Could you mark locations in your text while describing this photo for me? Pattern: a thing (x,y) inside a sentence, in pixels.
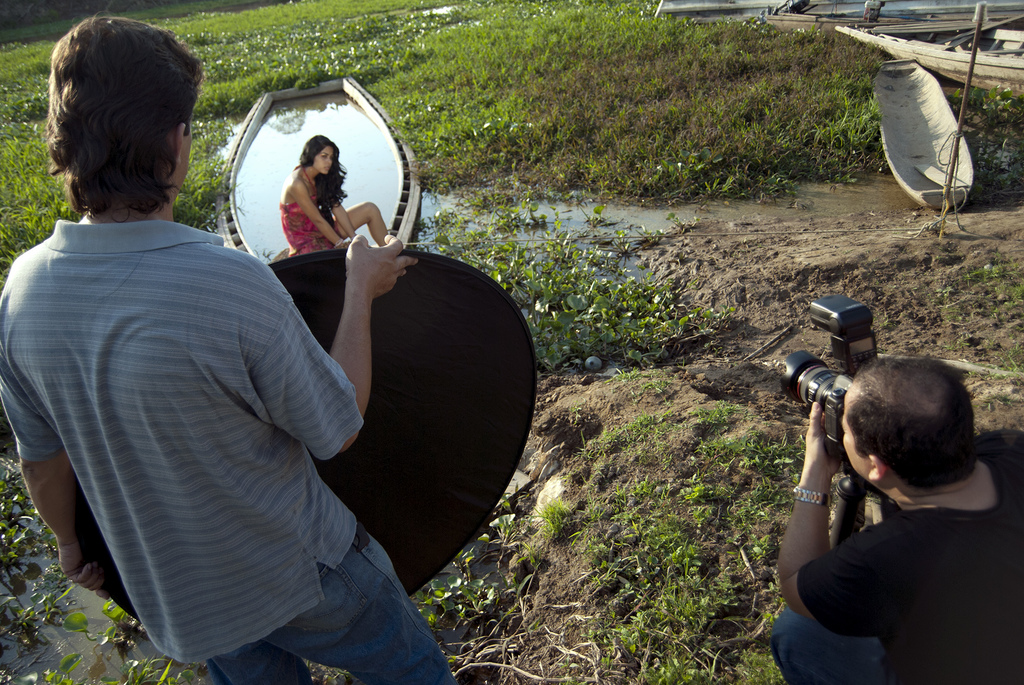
The person (920,565) wearing black shirt (936,581) is holding a camera (853,377) in his hand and there is a woman (340,214) sitting in a boat (361,199) in front of him and there is a person (261,356) standing and holding an object (409,393) beside him. In background (422,13) there is greenery (338,44).
